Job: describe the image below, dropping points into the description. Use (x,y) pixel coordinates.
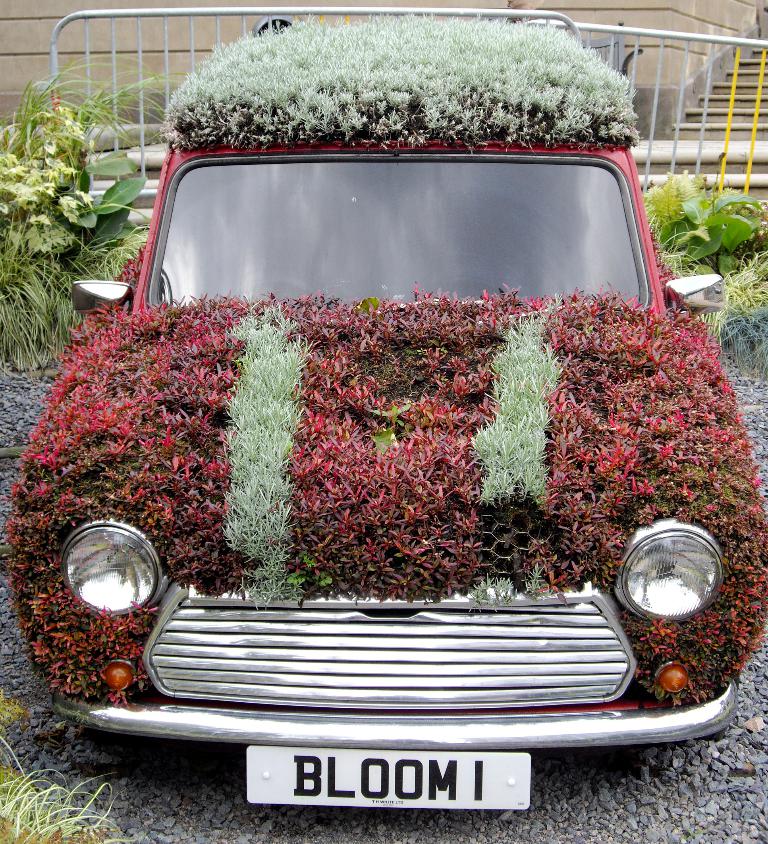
A car (290,384) is covered with grass (683,435). There are plants (727,273), fence (708,98), stairs (732,75) and wall (703,81) at the back (66,43).
